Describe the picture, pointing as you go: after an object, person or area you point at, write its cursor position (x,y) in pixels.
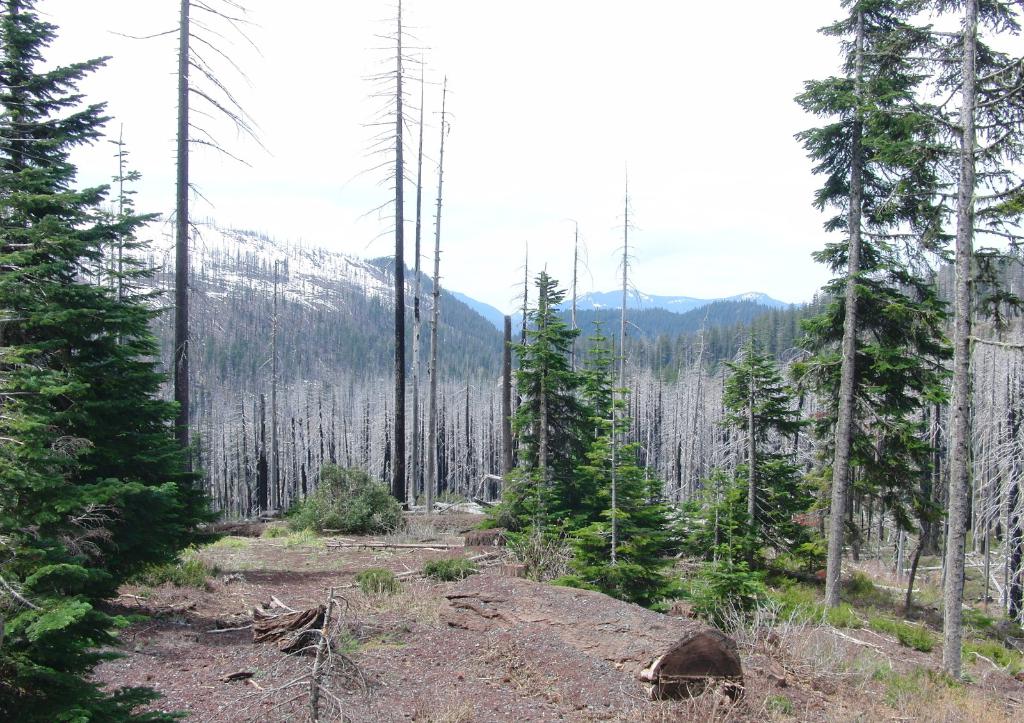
In the picture I can see trees (562,477), plants (693,710) and the sky (611,124). In the background (371,299) I can see mountains (452,299), the sky (505,164) and some other objects (341,411).
